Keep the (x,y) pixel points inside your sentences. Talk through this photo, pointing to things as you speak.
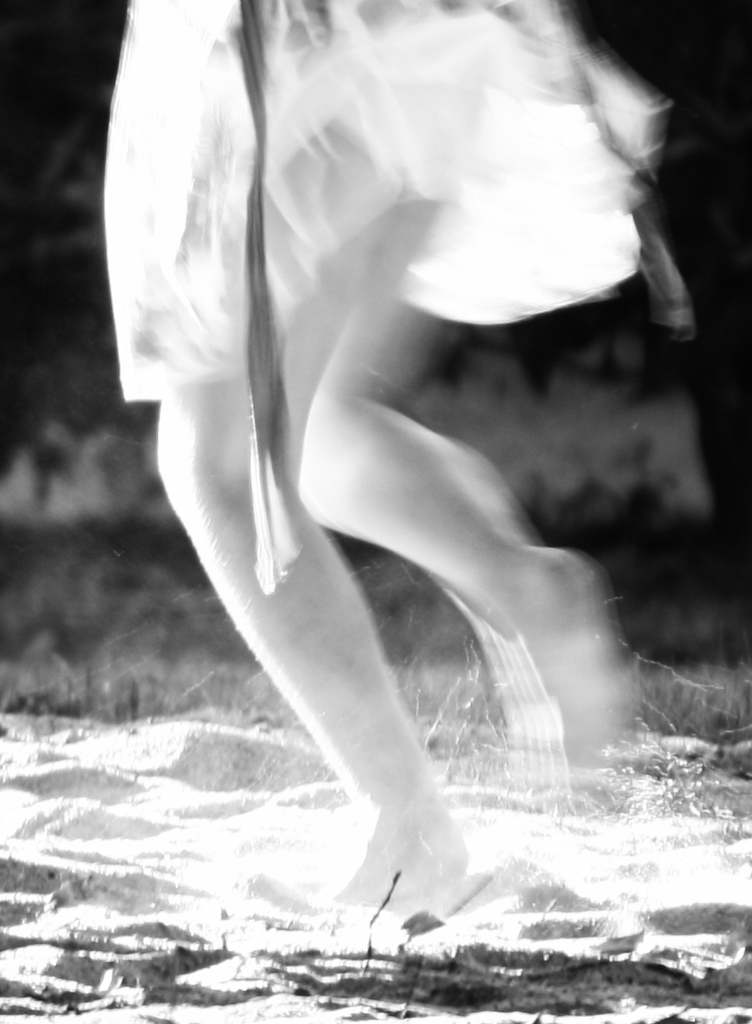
In this image in the center (292,658) there is one woman (360,404) who is running, at the bottom (495,868) there is sand (526,908).
